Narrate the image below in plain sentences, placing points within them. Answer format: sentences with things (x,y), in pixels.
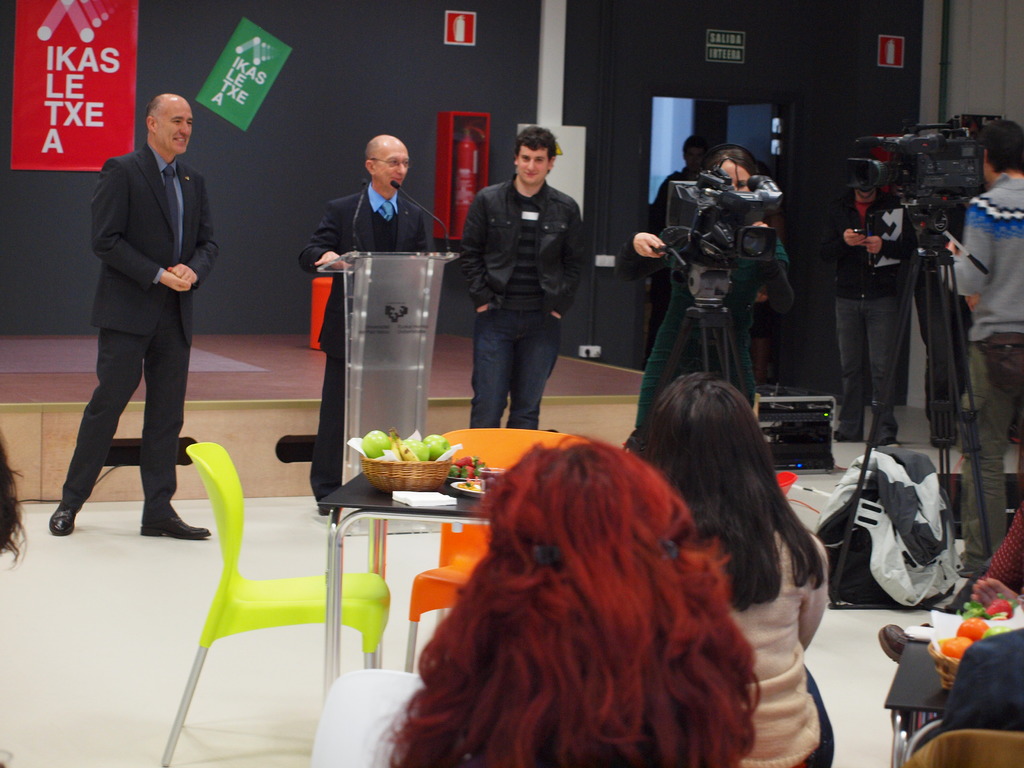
In this image we can see people (195,274), podium (353,398), microphone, posters (18,8) with some text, cameras (853,183) included with stands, chairs (496,454) and some food items (383,444) on the table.
